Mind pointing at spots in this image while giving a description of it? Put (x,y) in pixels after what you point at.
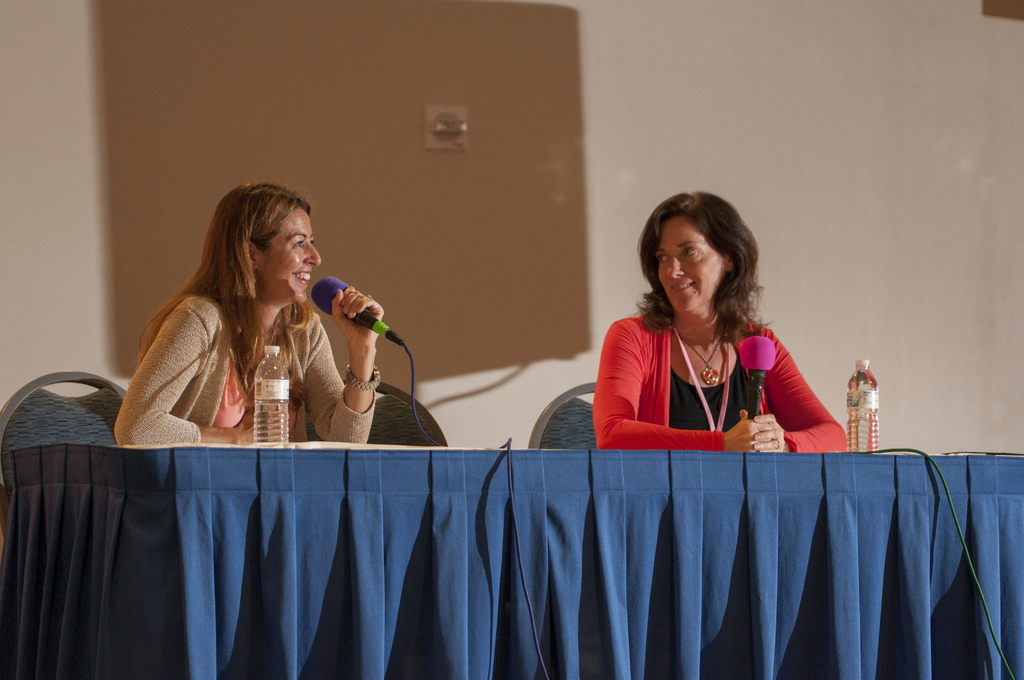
As we can see in the image there is a white color wall (866,332) and two people (330,352) sitting on chairs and in front of them there is a table (476,498). On table (831,490) there are bottles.
